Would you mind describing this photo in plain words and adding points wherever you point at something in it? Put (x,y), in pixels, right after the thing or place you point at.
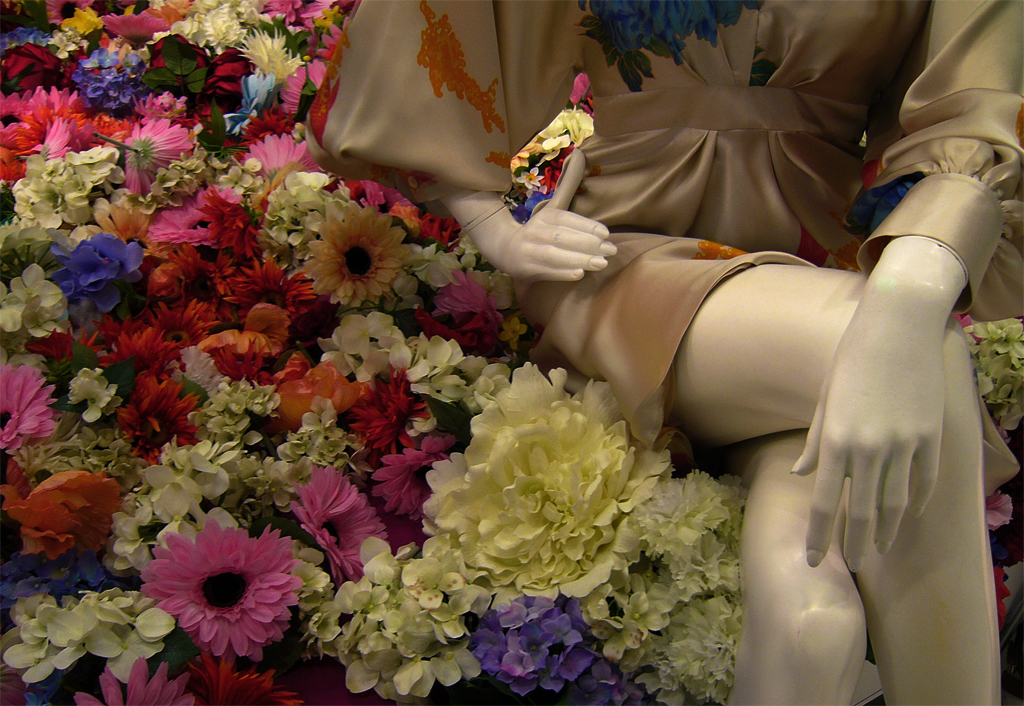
In this image we can see different colorful flowers (342,507) and a statue of a lady (755,281).
